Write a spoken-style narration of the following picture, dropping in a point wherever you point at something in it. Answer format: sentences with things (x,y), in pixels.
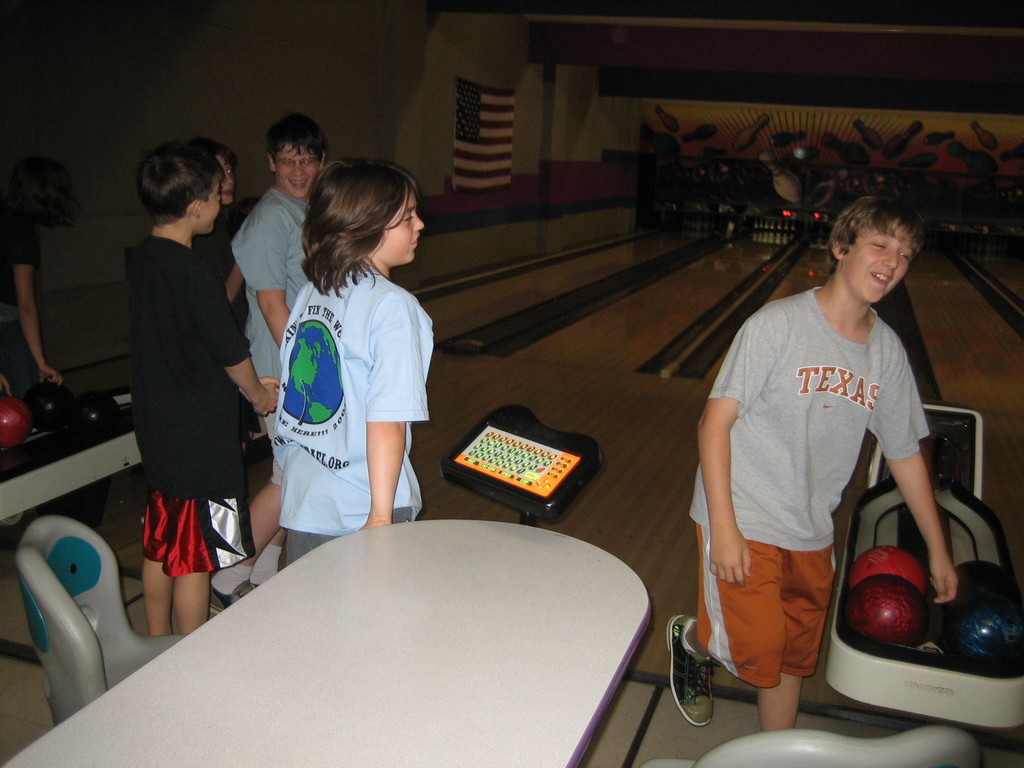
In this image, we can see some people (161,497) standing, they are playing a bowling game, we can see some balls (896,585) and there is a wall (227,10).
